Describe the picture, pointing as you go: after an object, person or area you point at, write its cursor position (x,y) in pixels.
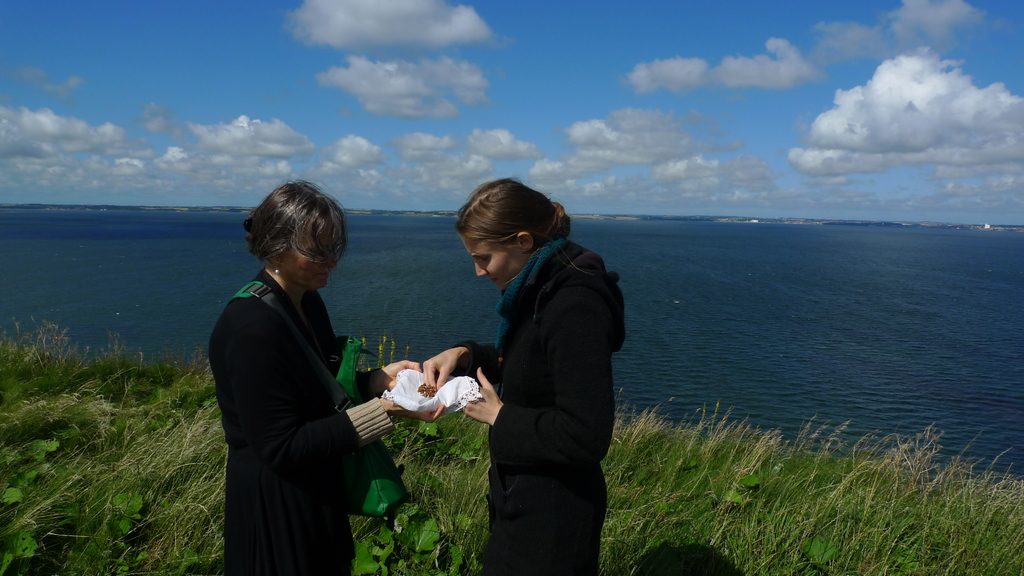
In this picture I can see two persons (525,295) standing and holding an object (461,410). I can see grass (185,421), plants (938,458), water (652,262), and in the background (619,103) there is the sky (482,33).
